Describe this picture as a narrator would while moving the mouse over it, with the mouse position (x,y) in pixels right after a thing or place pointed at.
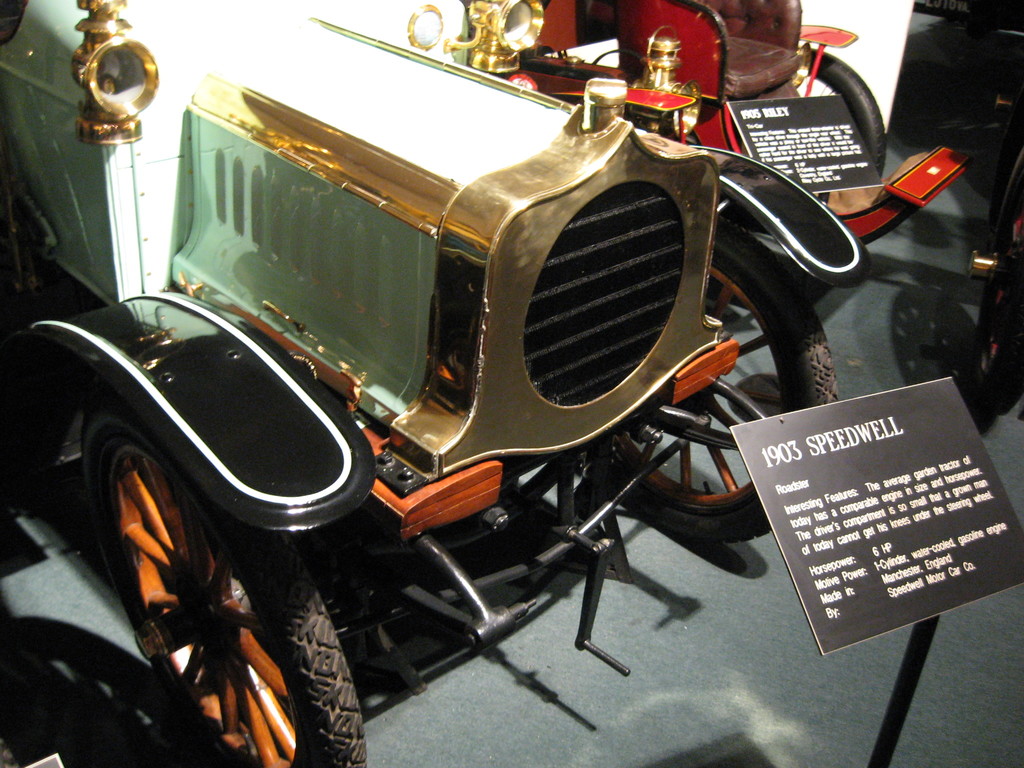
In this picture I can see there is a car (327,355) and it has wheels (288,750), a metal frame (459,393) and there is a board (887,530) here and there is some information (938,501) written on it. In the backdrop (746,18) there is a another car (763,35) and it has a board (790,159) and some information (818,164) on it.
